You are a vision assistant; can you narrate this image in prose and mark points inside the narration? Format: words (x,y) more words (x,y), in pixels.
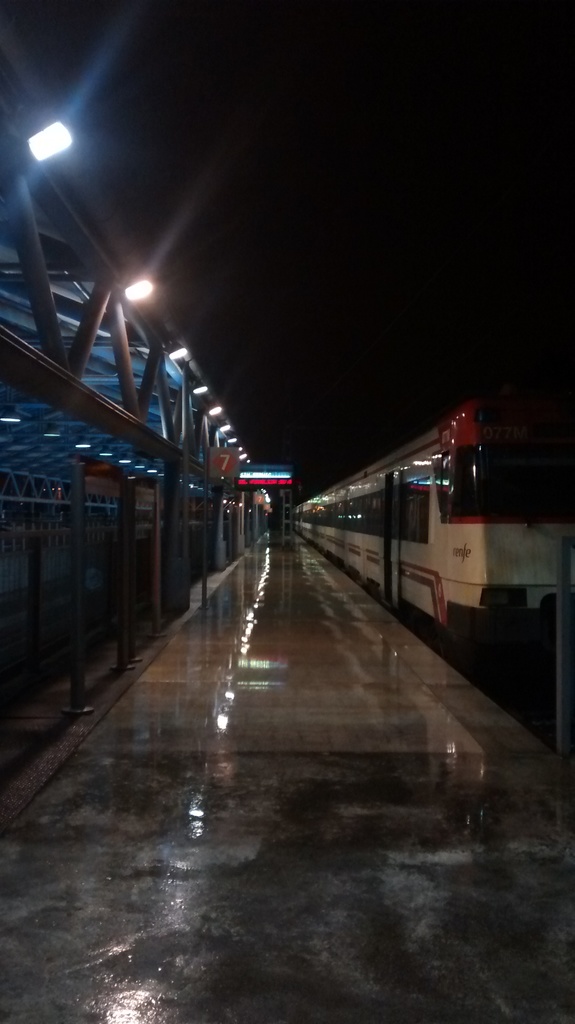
In this image I can see a train (468,533) in white and red color. I can see boards (232,472), lights (155,472) and dark background (391,91).
